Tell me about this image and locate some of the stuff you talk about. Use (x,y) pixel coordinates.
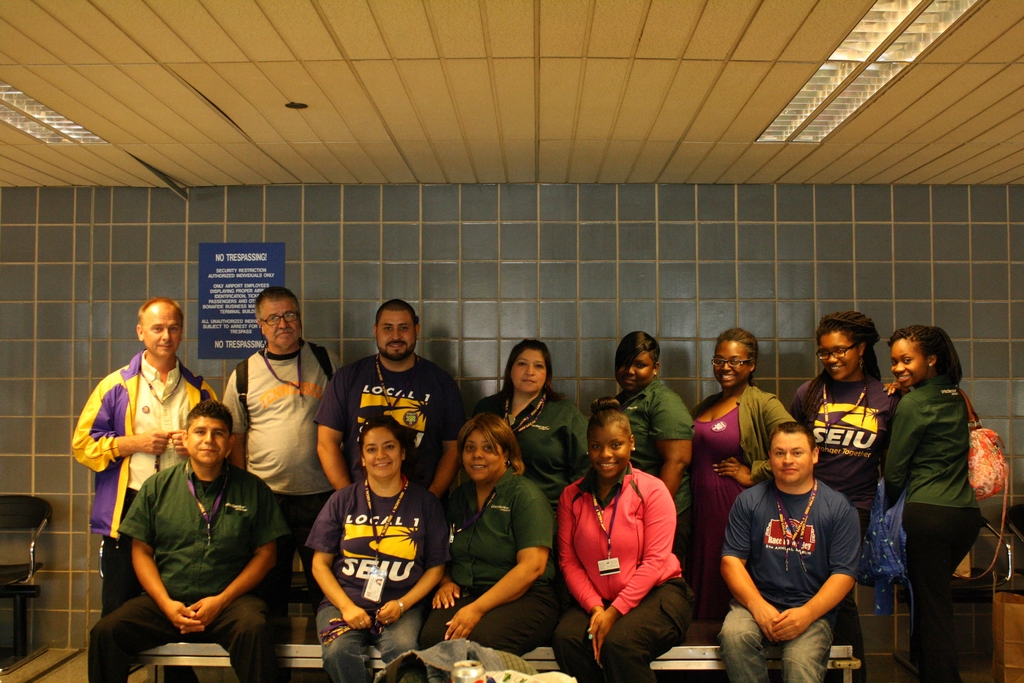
In this picture there are some people (585,476). Some of them were standing and some of them were sitting on the bench (701,620). There were men (736,600) and women (868,412) in this group (540,416). Many of them were smiling. In the background (73,254) there is a wall (338,359) to which a blue color board (231,284) was fixed.
